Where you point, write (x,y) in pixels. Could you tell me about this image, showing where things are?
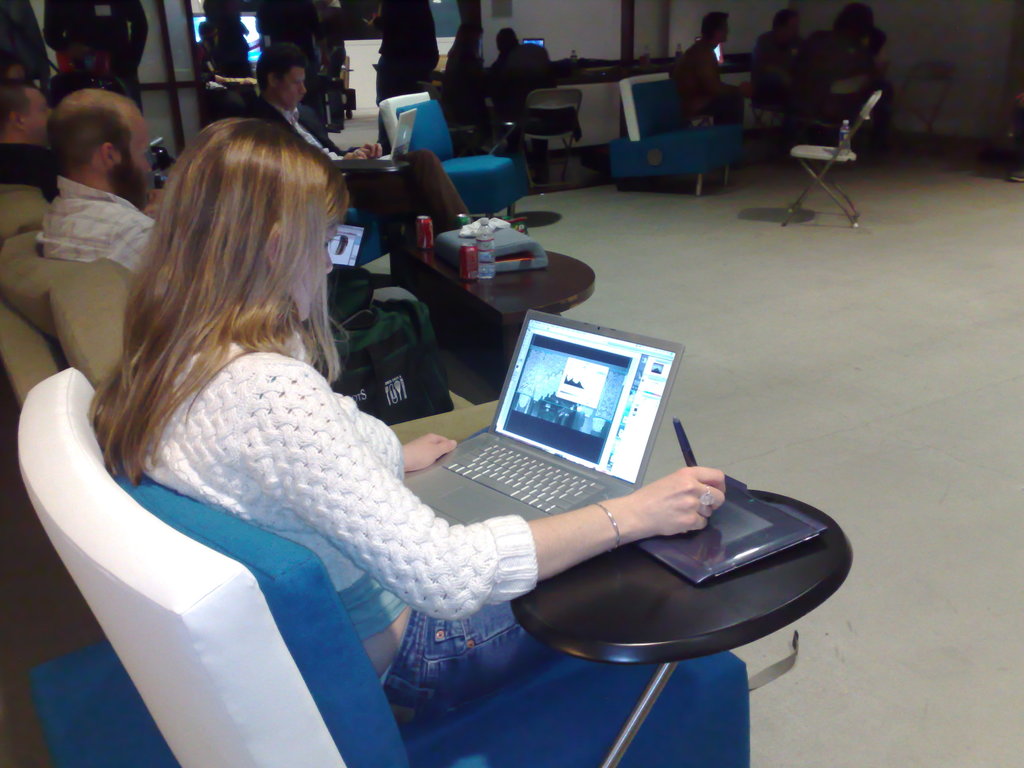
In this picture we can see some persons (855,9) sitting on the chairs (150,542). She is looking in to laptop (559,434). Here we can see a table (527,278). On the table (542,288) there are some bottles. And there is a chair (815,153).
